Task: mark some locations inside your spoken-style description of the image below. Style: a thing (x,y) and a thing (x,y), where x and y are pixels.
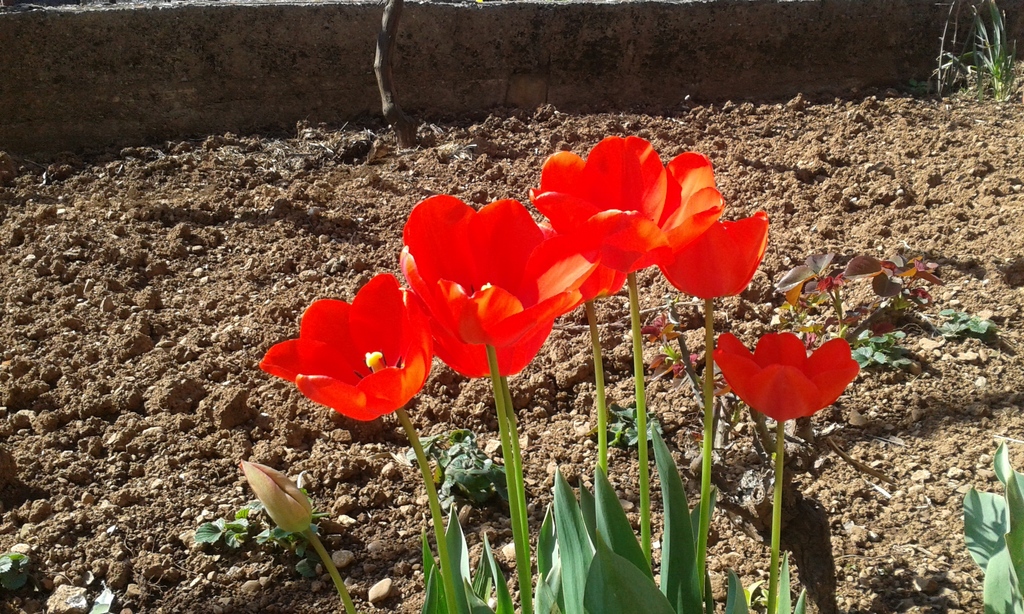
In this image in front (360,322) there are plants (564,269) and flowers (645,223). At the bottom of the image (83,458) there is a mud (103,315). In the background of the image (240,82) there is a wall (582,42).
